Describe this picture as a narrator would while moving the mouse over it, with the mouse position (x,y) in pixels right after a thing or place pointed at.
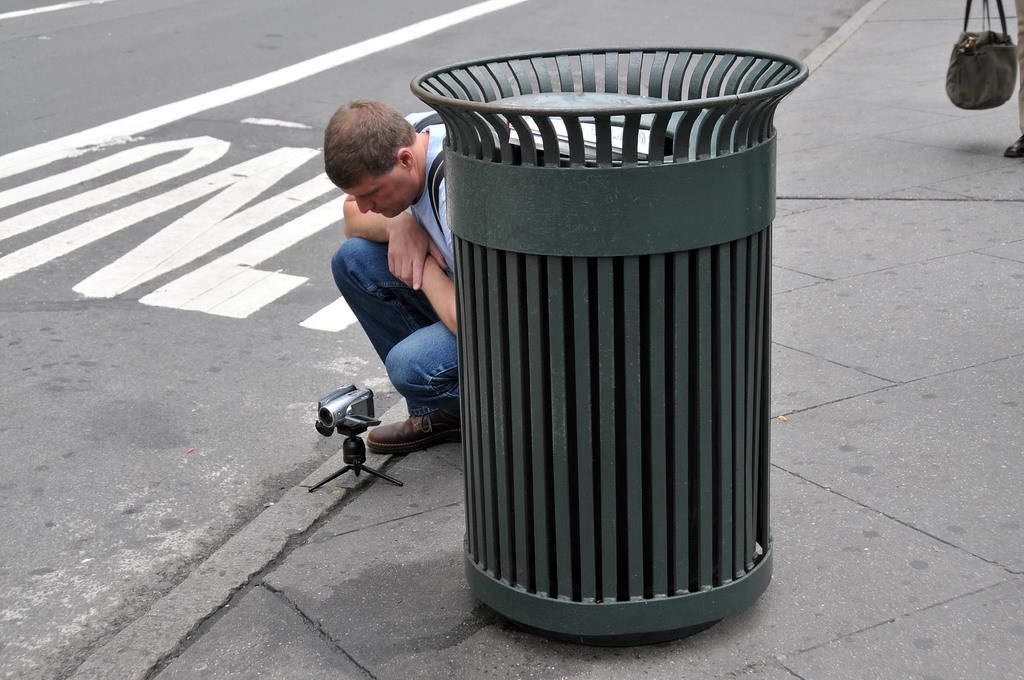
This picture show about the green metal dustbin (695,277) placed on the footpath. Behind we can see a man (368,305) wearing white color t-shirt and blue jean (404,393) sitting on the footpath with a small camera (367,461). In the background (312,349) we can see big road (215,111) with white marking (164,236).
